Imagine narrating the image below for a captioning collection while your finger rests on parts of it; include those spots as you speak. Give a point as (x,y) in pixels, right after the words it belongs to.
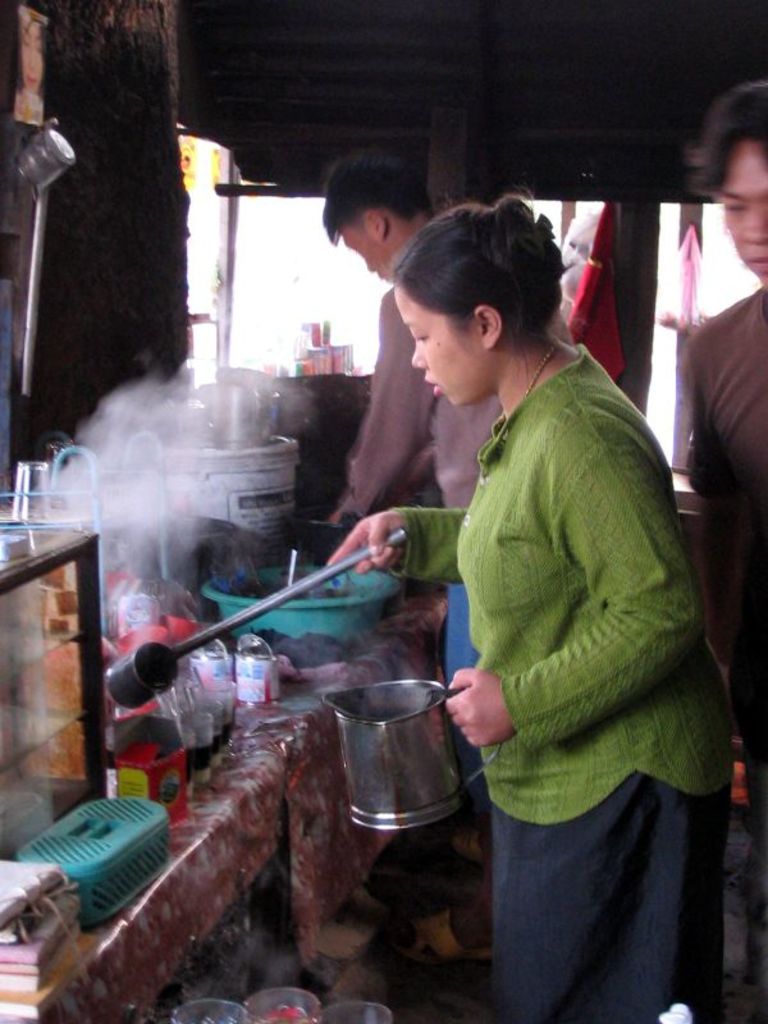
In this picture I can see few people (572,627) standing and I can see a woman (566,686) holding a steel Jug (409,755) and a metal serving spoon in her hand (385,564) and I can see few bottles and a plastic tub (286,607) and a box (127,887) and few books (31,993).
